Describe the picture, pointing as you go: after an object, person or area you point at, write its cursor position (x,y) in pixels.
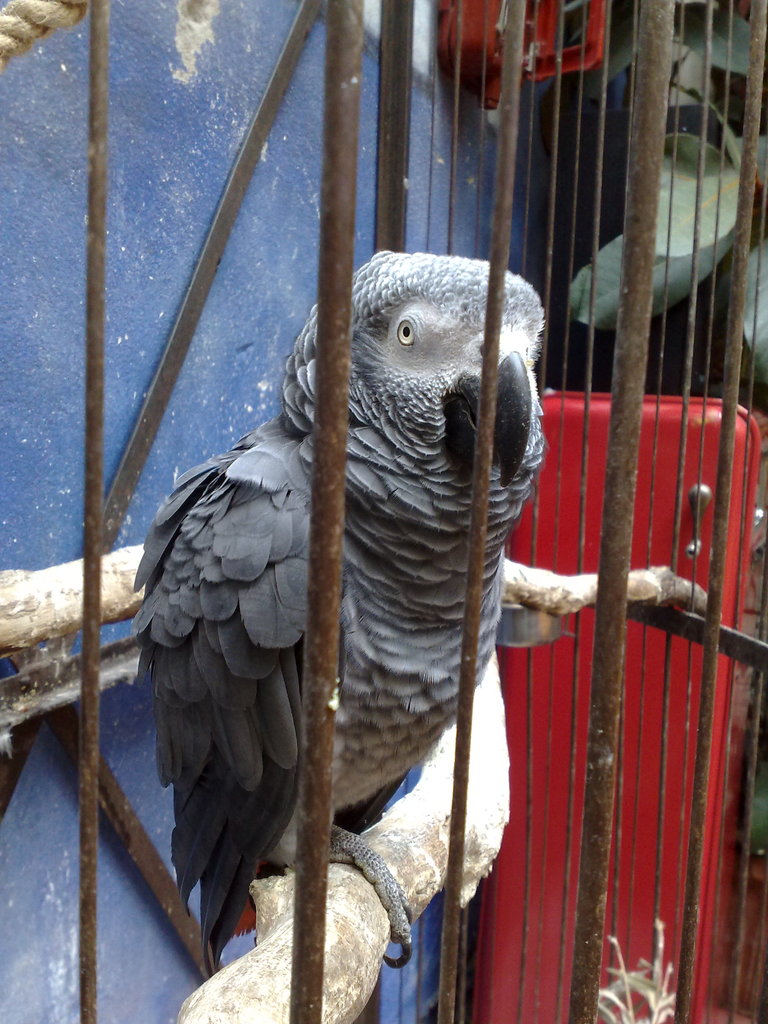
There is a bird (416,364) standing on a wooden stick (392,860) which is arranged in a cage (87,808). In the background (184,166), there is blue color wall (119,416), there is a red color object (533,935) and there are other objects (669,168).
